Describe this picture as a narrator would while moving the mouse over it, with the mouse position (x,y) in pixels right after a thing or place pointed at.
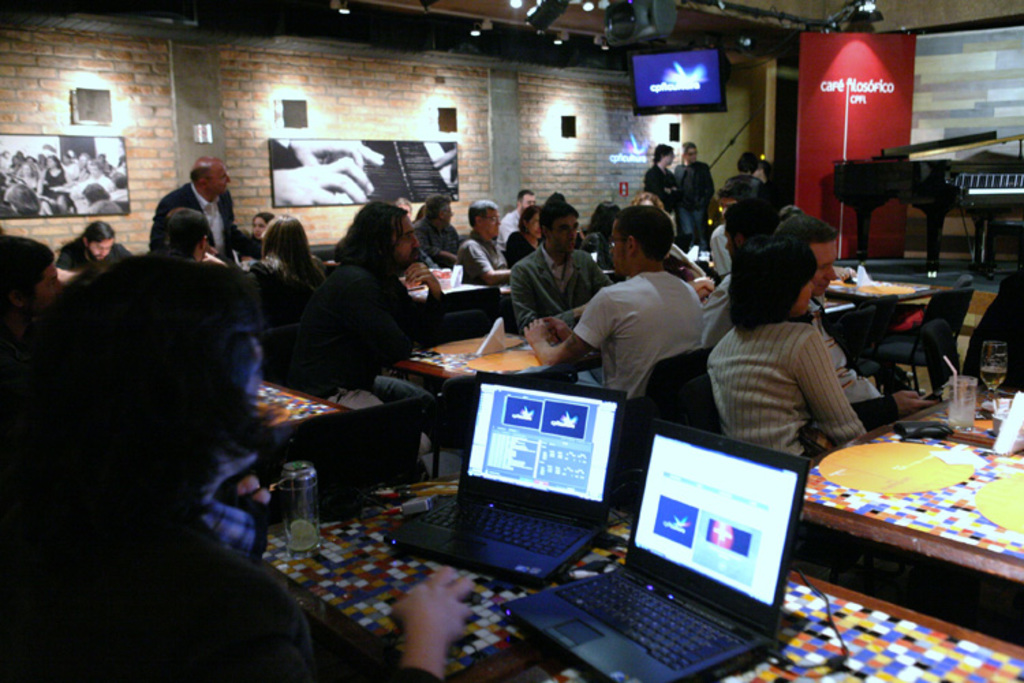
This image is taken indoors. In this image many people (190,319) are sitting on the chairs (848,332) and a few are standing and there are many tables (945,449) with many things (857,447) on them. In the background (494,118) there is a wall (524,183) with picture frames (74,160), lamps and a board (830,48) with a text (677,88) on it and there is a television (677,84). At the top of the image (464,4) there is a roof (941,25).
